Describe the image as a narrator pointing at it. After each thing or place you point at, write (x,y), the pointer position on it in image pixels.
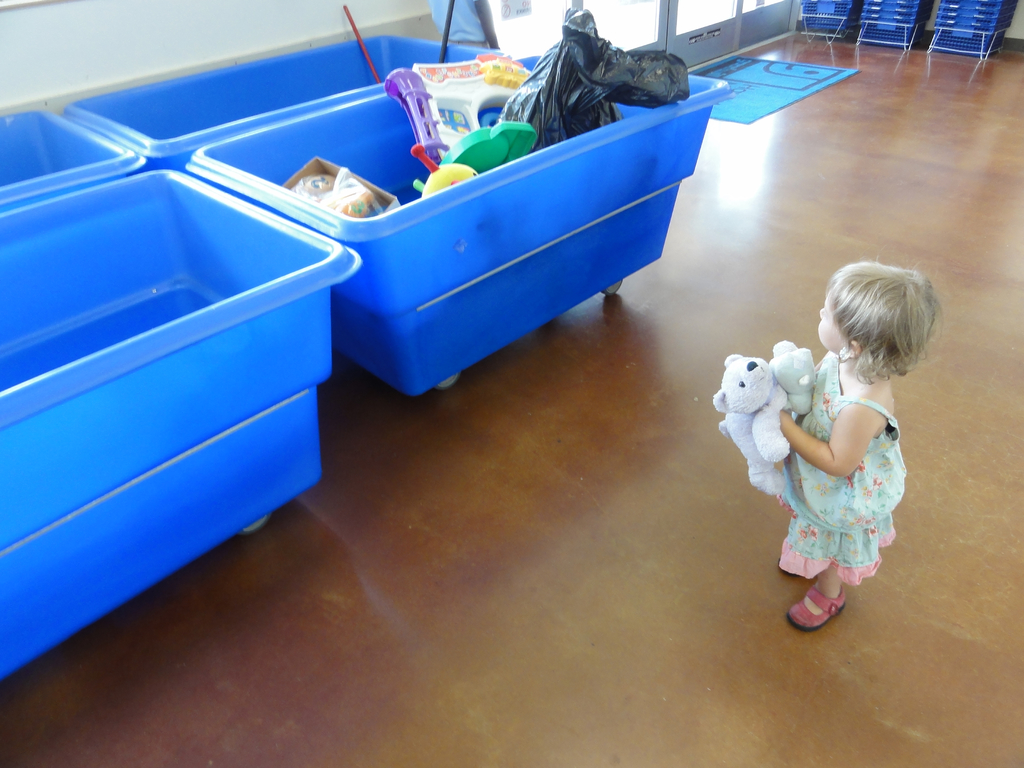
In this image there is a kid (830,374) holding a toy (728,358). There are storage containers (311,287). There is a blue color mat (772,92). There is a concrete floor (954,58).
